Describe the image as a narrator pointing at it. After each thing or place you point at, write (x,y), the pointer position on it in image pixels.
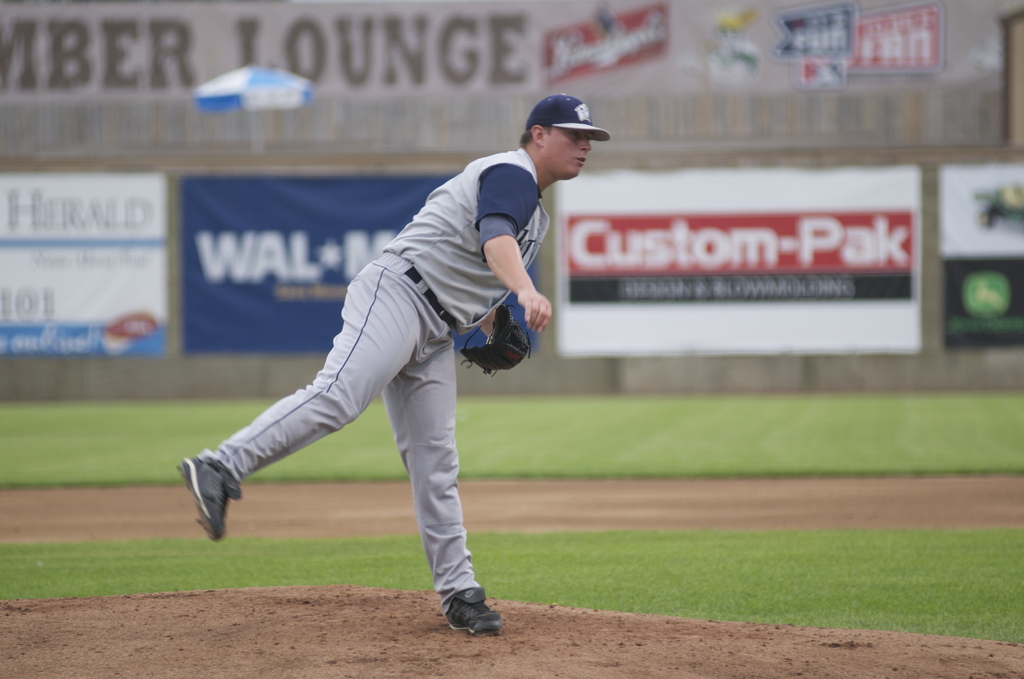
In the background (875,27) we can see the hoardings (832,240), an umbrella (254,80) and posters (874,47). In this picture we can see a man (548,145) wearing a cap (579,120), baseball glove (524,339) and shoes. We can see his one leg (450,532) is on the ground (254,495) and in other leg (334,398) is in the air. At the bottom portion of the picture (692,556) we can see the ground (756,494) and the green grass (853,422).
